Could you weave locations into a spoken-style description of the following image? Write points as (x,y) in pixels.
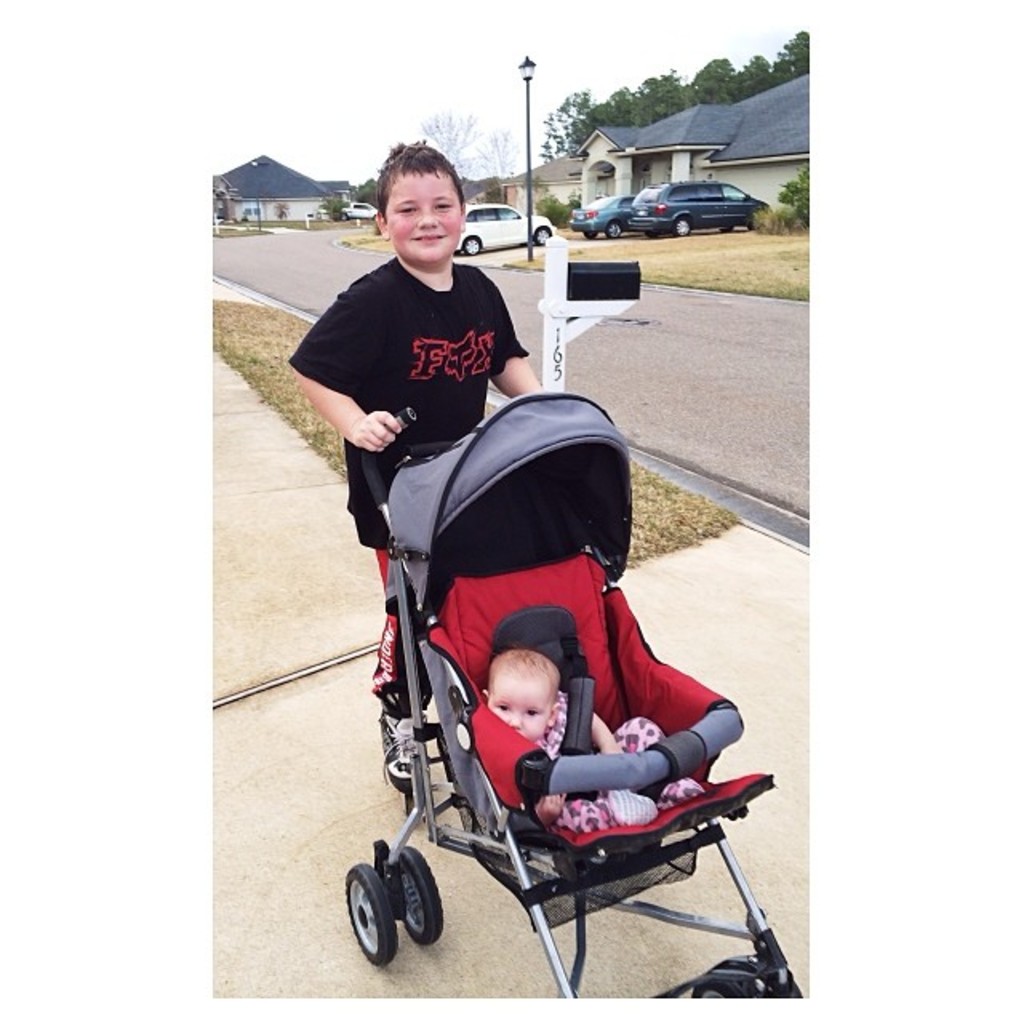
In the center of the image (541,667) a boy (428,342) is standing and a kid (558,720) is sitting on a trolley (694,707). In the background of the image (679,203) we can see buildings (521,182), cars (537,216) and electric pole (527,234), road (722,435), grass (265,353) are present. At the top of the image (449,52) sky (447,31) is there. At the bottom of the image (298,829) ground (276,826) is present.
